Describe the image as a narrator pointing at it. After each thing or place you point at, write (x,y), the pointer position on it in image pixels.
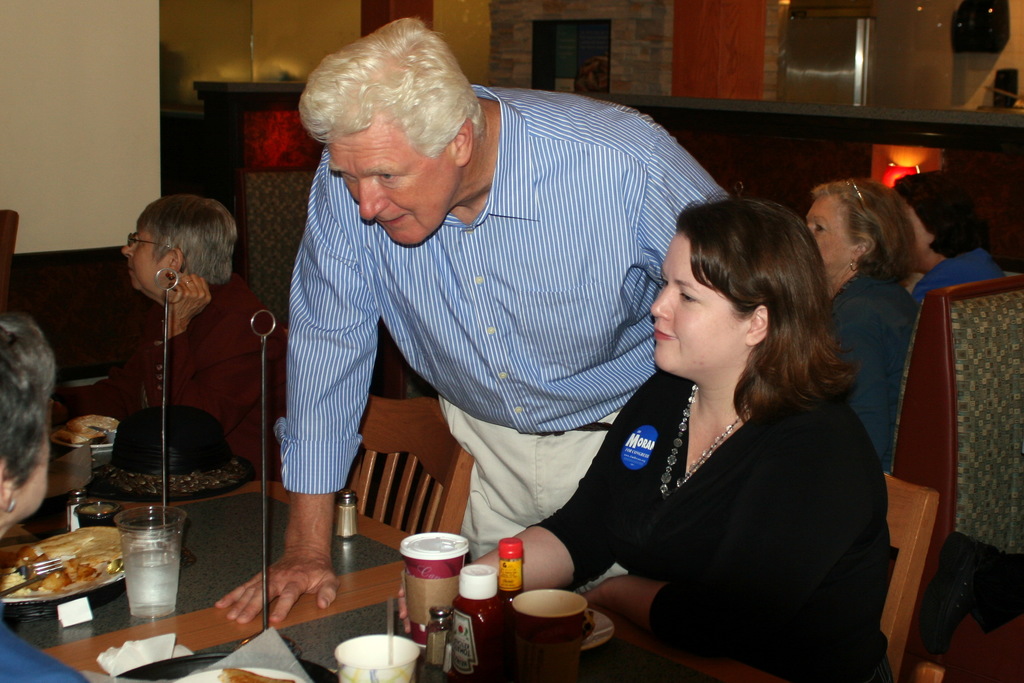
The picture is clicked in a restaurant (842,93). On the left side of the picture (211,518) there is a table (253,555), on the table (205,540) there are glasses (161,550), cups (515,611), plates (96,582), spoons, food items (70,577), hat (149,429), tissues (141,647) and many objects (266,612). On the left (13,469) there is a person (10,645) in a blue dress (56,664). In the center of the picture (399,446) there are chairs (426,461), in the chairs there are two women (243,388) sitting. In the center of the picture (525,315) is a man (538,327) standing. On the right (939,284), there are people (914,276) sitting in chairs (960,341). In the background (528,18) it is a wall (328,33), there are light (911,164) to the wall (907,136).
